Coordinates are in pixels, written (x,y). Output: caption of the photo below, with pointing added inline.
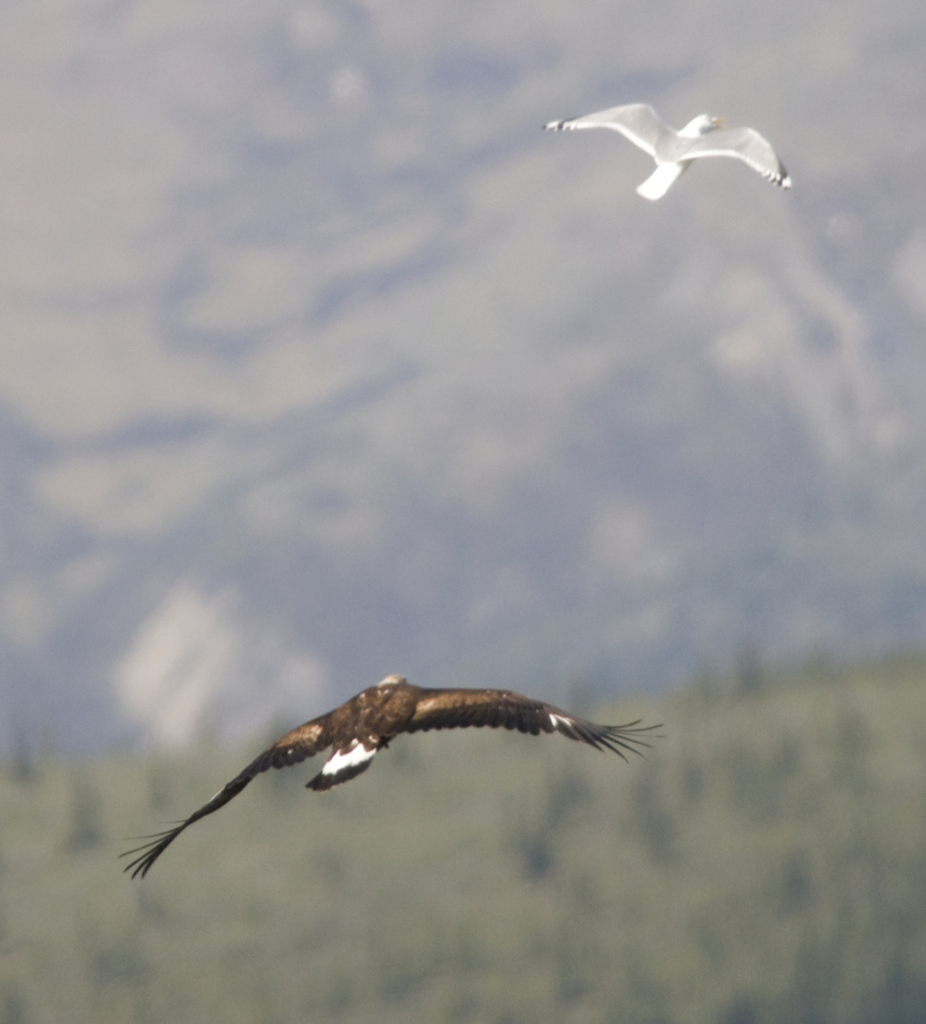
In this image we can see two birds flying in the air (518,506).
